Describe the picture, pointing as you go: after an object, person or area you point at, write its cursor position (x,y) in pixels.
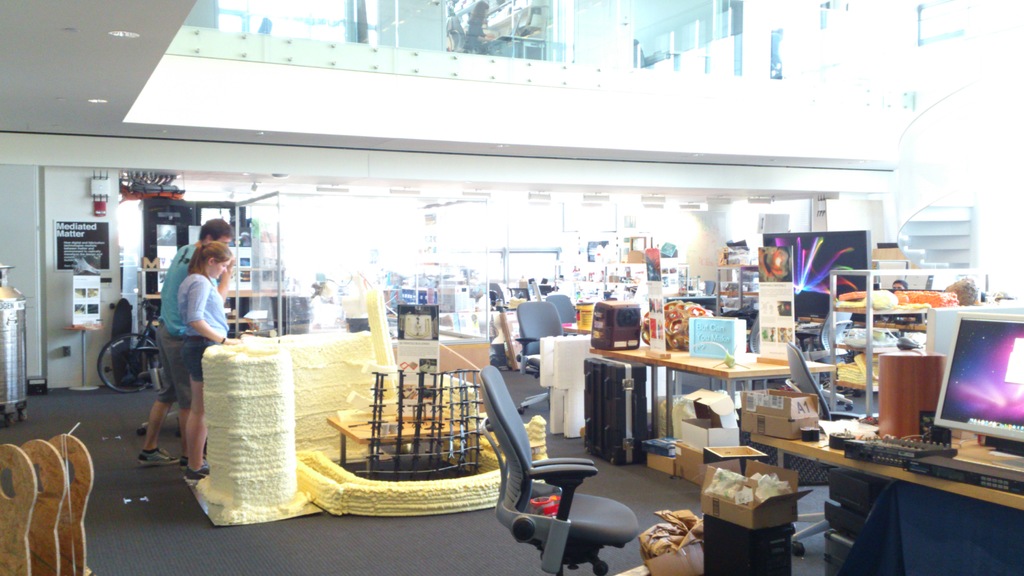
This picture shows the inner view of a building (650,56). There are glass doors (720,24), one staircase (935,257), some different objects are on the surface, so many lights (106,100) attached to the ceiling (396,148), one pole (84,335) with board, one carpet (108,517) on the floor (489,534), one poster (66,246) and some objects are attached to the wall (16,233). There are some chairs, one object (541,506) on the chair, some tables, so many objects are on the table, one computer (996,352) on the table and some persons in the room (742,223).
